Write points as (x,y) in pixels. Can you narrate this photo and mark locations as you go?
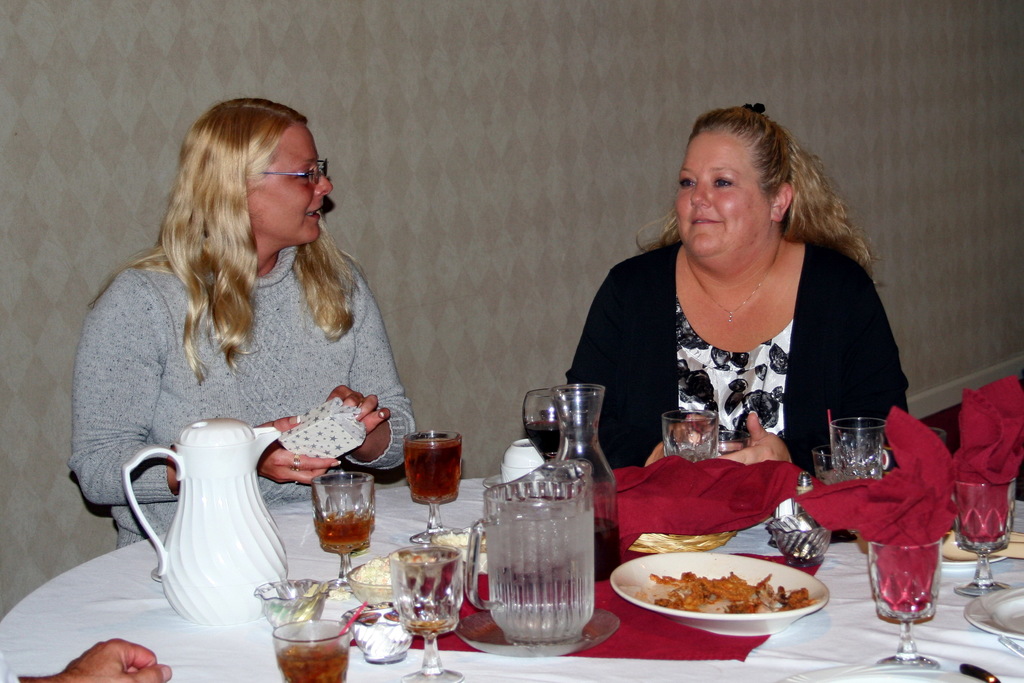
here we can see both are sitting on the chair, and in front (564,455) here is the table (475,482) and glass (415,488) and plates (759,576) and some objects (502,470) on it, and at back (346,40) here is the wall (532,323).
